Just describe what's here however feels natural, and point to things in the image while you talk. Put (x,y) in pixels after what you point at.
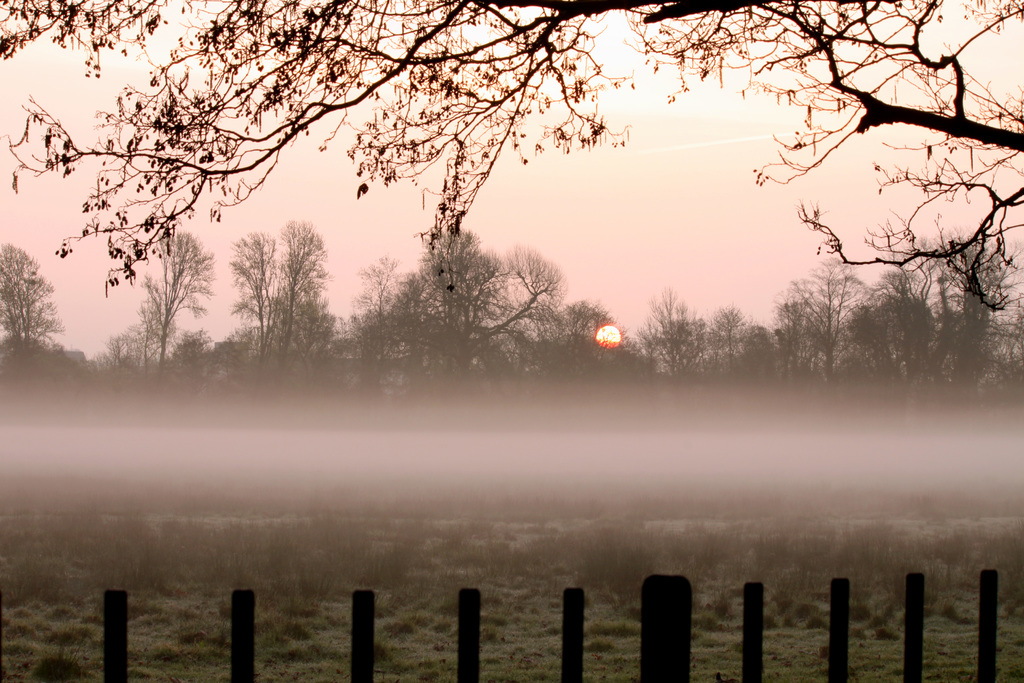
At the bottom of this image (673,620), there is a fence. At the top of this image (1008,115), there are branches (796,11) of a tree (909,123). In the background (891,481), there is mist (361,497), there are trees (15,299) on the ground (901,520) and there are a sun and clouds (665,234) in the sky (601,186).
